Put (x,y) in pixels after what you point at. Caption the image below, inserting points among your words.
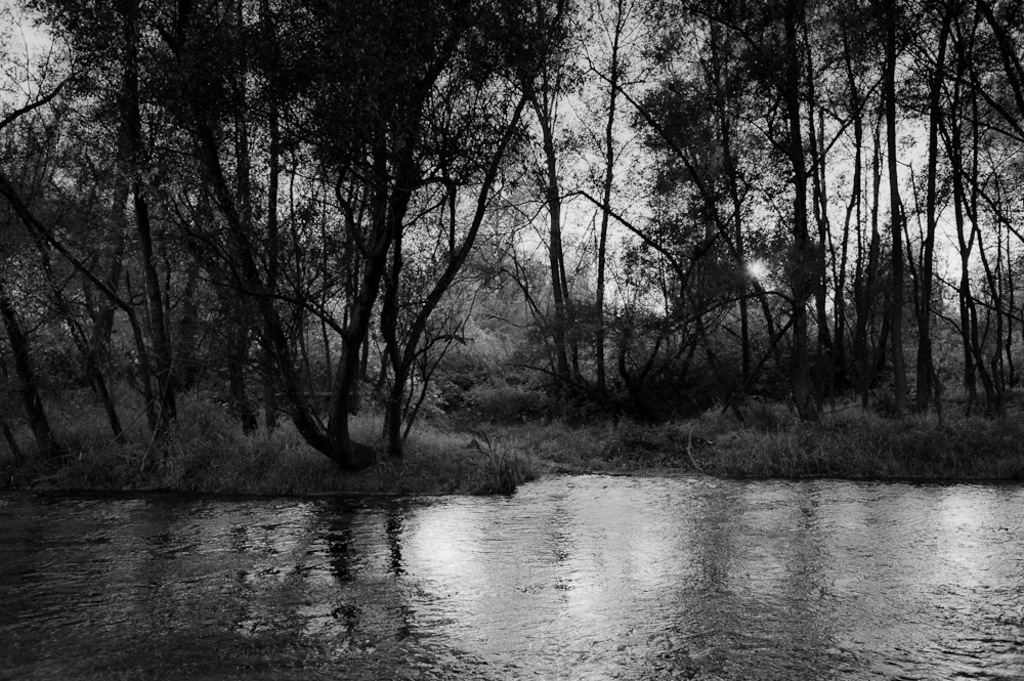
This is black and white and here we can see trees (501,151) and at the bottom (592,561), there is water (677,574).
